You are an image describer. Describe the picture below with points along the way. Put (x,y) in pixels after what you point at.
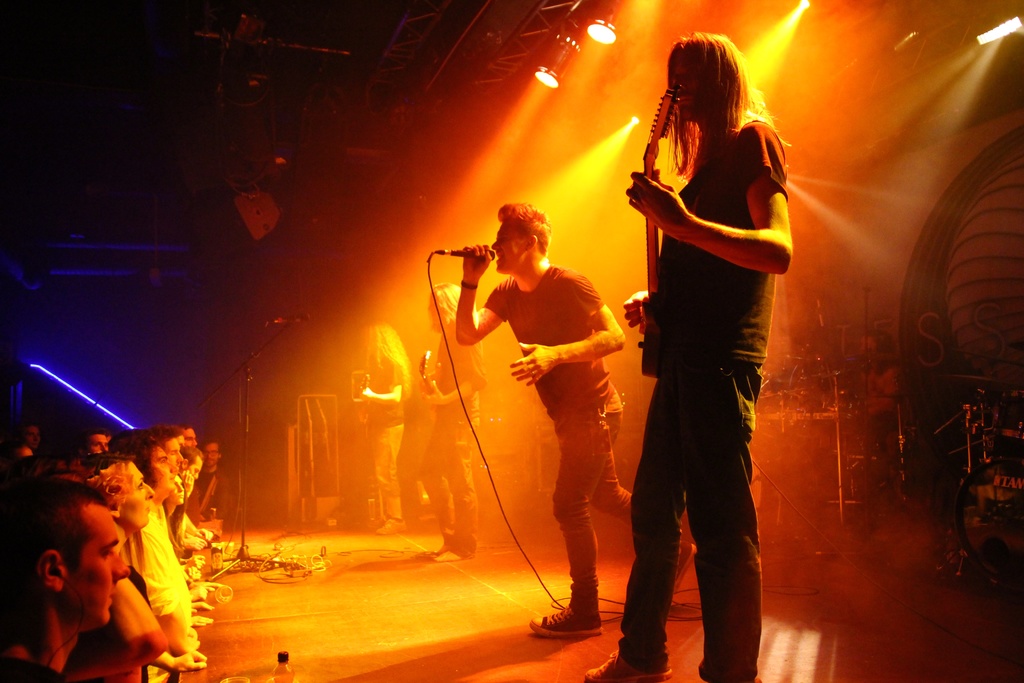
A rock band (498,303) is performing on a stage (510,542). In the band (723,284) there are three guitarists (712,292). Two men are playing guitars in the background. A man (544,357) is singing in center (508,268). People (176,436) are watching in the front (164,497).
